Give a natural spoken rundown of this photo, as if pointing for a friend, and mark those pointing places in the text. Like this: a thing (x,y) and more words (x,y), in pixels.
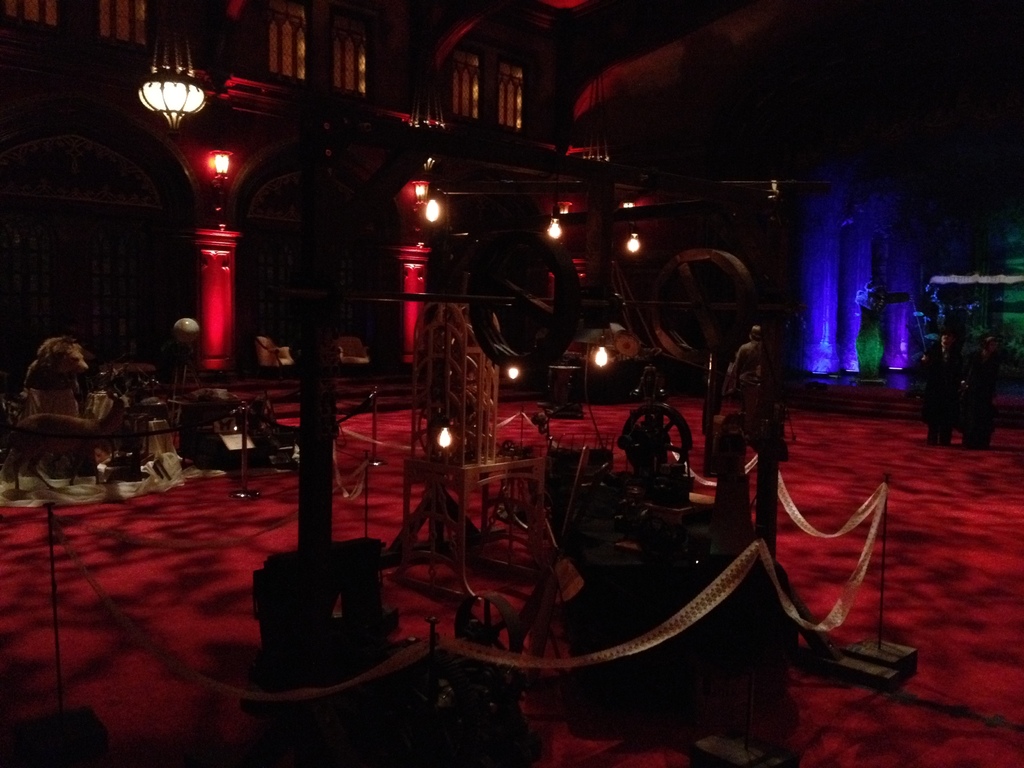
In the image it looks like some museum (356,533), there are many sculptures (883,299) and other objects (476,702) around the floor (499,575) and there are few lights (423,187) attached above the pillars (218,239) and on the right side (937,399) there are two people (940,409) standing on the floor (908,430), behind them there are some lights (826,301).
